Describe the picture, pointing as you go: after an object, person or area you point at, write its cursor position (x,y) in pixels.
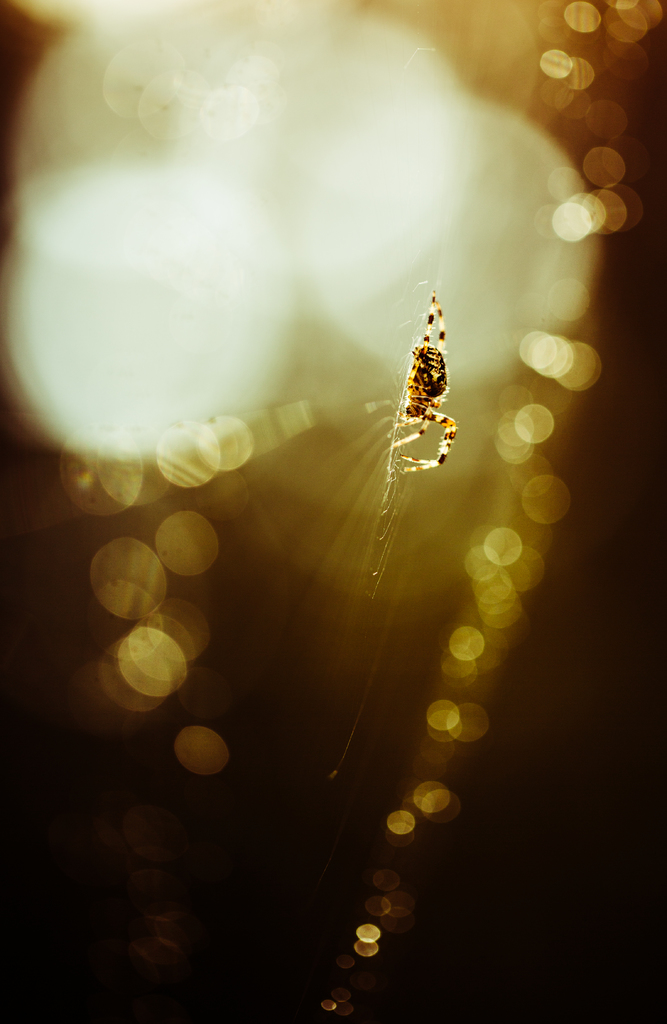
In this image there is a spider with web (385,550) and the background of the image (487,413) is blur.
